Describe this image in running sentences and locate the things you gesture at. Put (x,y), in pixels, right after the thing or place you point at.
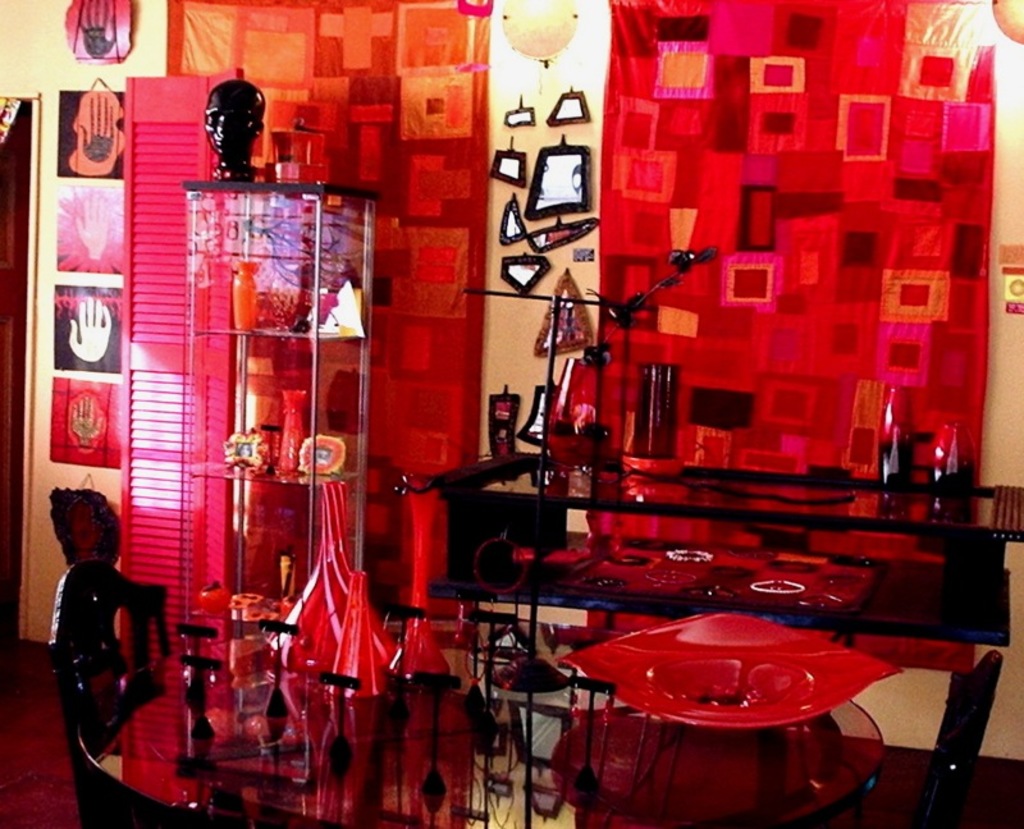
In this image there are tables (616,721) and we can see things (417,652) placed on the tables (852,703). We can see chairs (138,689). On the left (240,521) there is a stand (278,550) and there are decors (288,466) placed in the stand (278,512). In the background (697,220) there are curtains (377,203) and we can see decors (588,191) placed on the wall (497,326).
